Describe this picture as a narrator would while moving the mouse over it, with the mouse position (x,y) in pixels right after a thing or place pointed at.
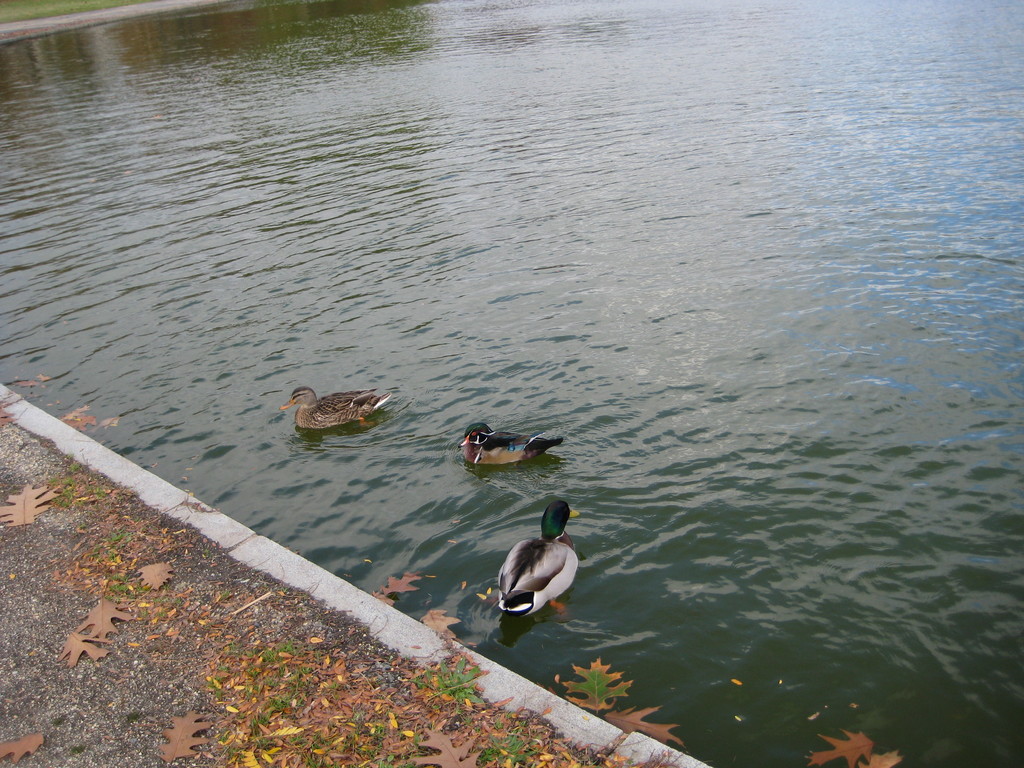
In this image, we can see ducks (314,402) in the water (806,489). There are some dry leaves (217,723) on the ground (167,632).
